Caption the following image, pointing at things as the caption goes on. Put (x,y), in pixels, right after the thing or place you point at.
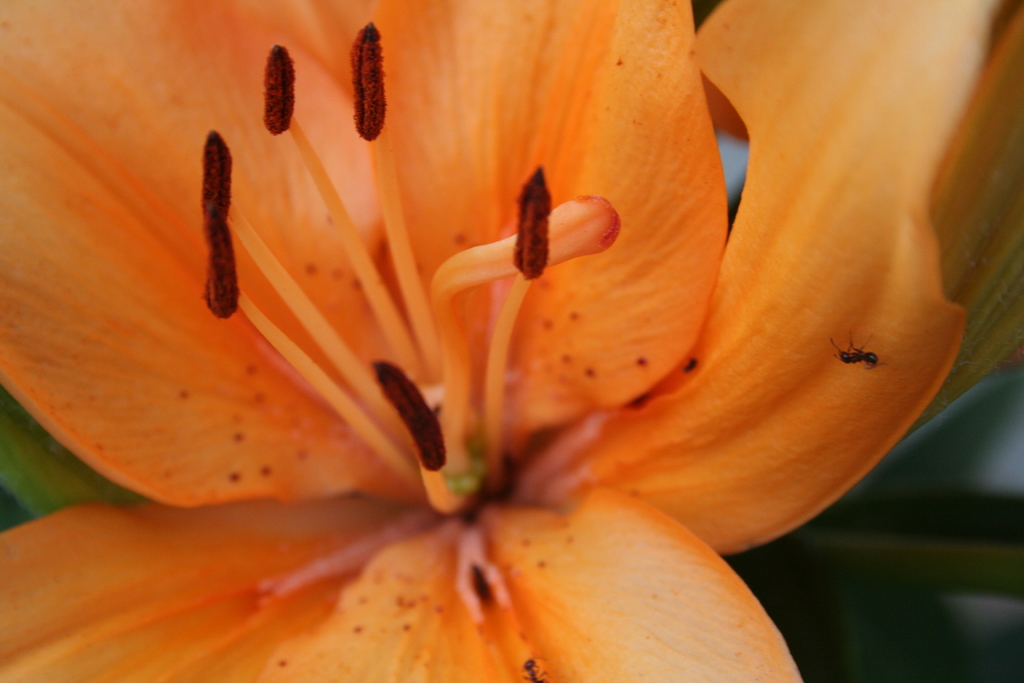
In this image in the foreground (317,253) there is a flower (698,366) and on the flower (836,359) there is an ant (866,358), and there is a blurry background (969,471).
